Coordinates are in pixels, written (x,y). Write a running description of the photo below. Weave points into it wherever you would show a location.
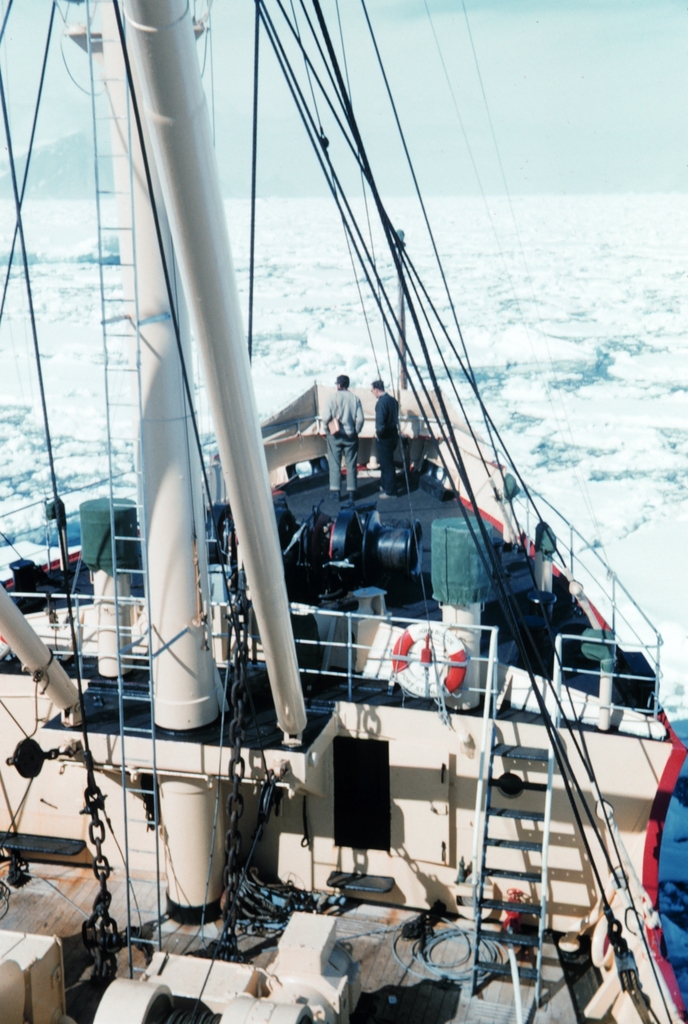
In this image we can see a ship (413,820) and which we can see 2 persons (357,413). And we can see that surrounding region (556,470) is covered with snow (121,482). And we can see many objects (141,63) on the ship (582,643).
